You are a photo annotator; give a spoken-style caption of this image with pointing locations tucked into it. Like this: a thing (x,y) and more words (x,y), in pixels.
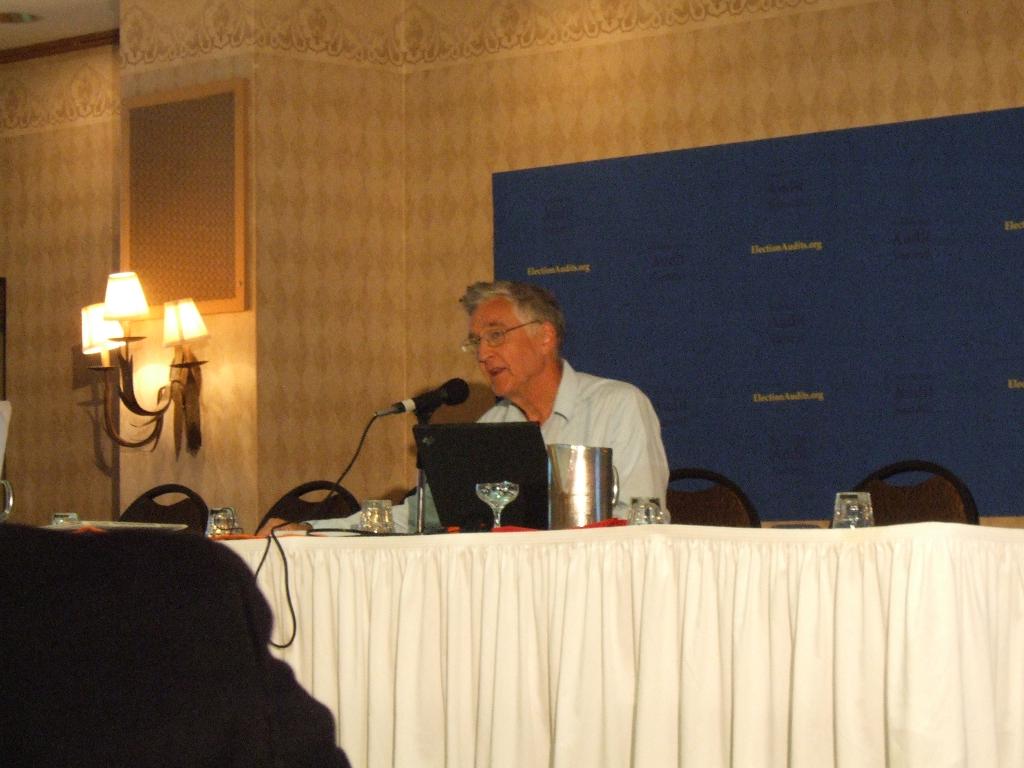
In this picture I can see a man (648,477) seated on the chair (739,489) and I can see few glasses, a laptop (539,511) and a microphone (411,410) to the stand (427,423) and a jug (564,483) on the table (582,580) and I can see cloth (460,617) to the table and few lights (185,383) on the wall (207,382) and a board (753,275) with some text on the back (839,315) and a frame (232,153) on the wall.
